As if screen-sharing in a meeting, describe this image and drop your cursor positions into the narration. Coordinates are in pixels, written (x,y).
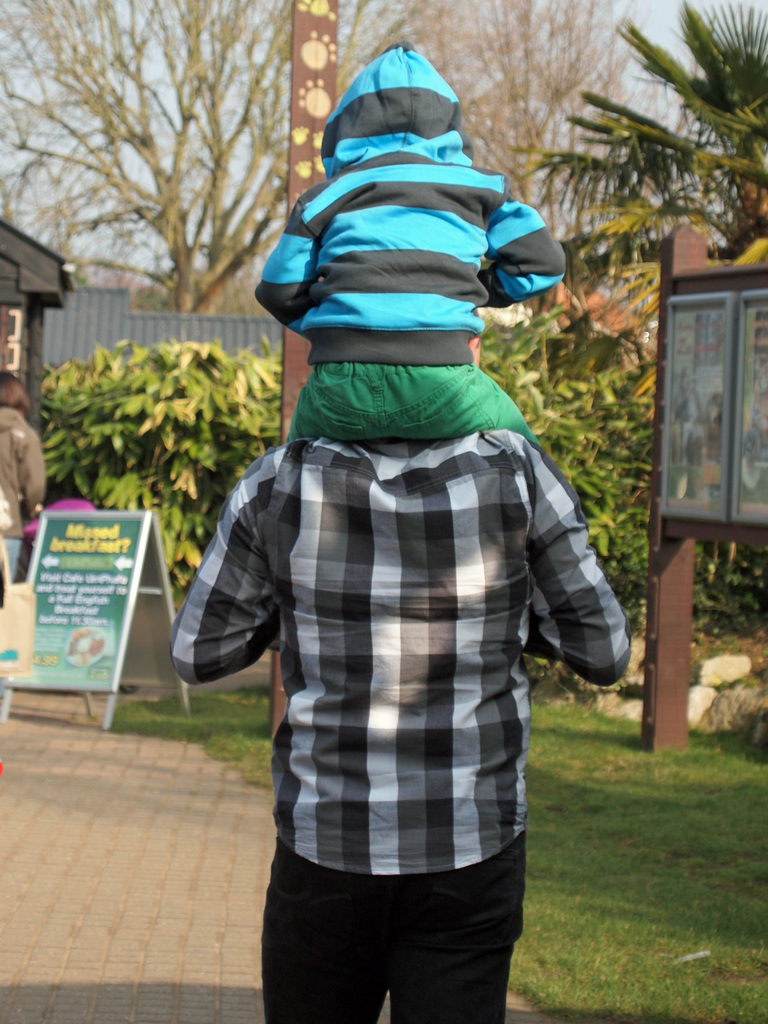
In the foreground of this image (432,281), there is a kid (408,379) sitting on a man (411,794). In the background (190,863), there are boards (100,626), a person (43,472), building (54,292), trees (207,105), grass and the ground (182,829).
